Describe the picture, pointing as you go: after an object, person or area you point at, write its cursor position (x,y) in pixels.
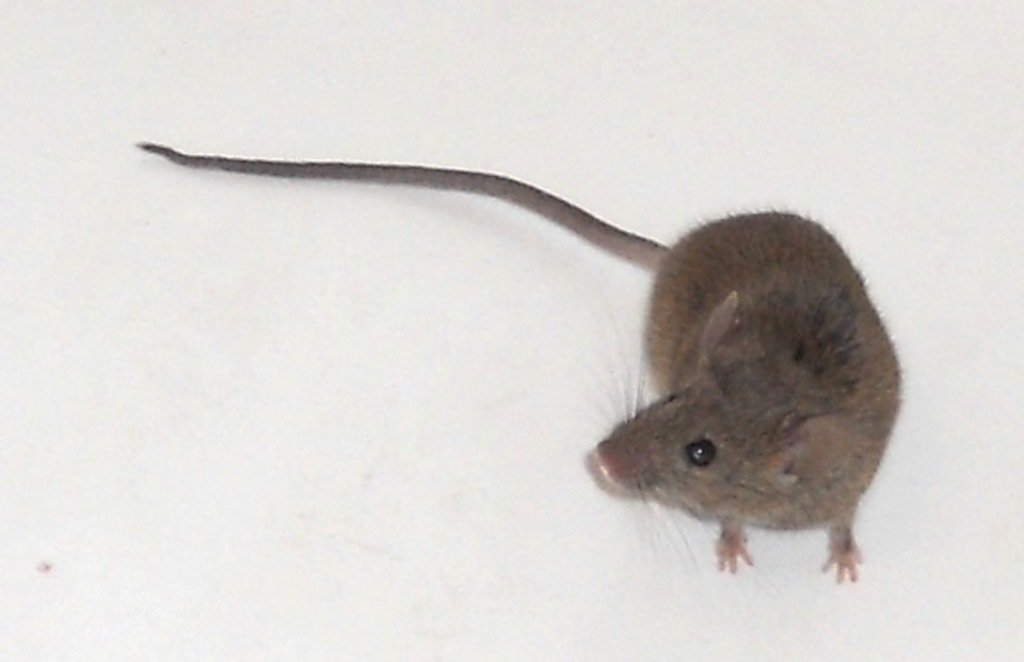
In this image we can see a rat (758,389). There is a white background (326,378) in the image.
